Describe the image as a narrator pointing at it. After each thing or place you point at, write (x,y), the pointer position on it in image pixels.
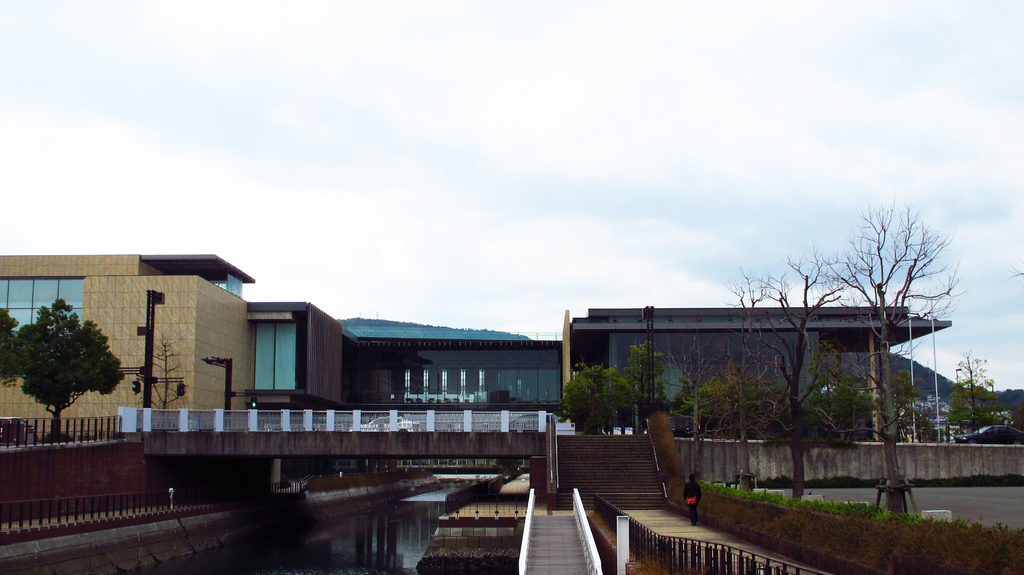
in this image I see number of buildings (706,347) and I see the bridge (318,446) over here and I see the water (383,518) under the bridge (415,446) and I see the steps (631,472) and I see the path (683,519) on which I see a person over here and I see number of trees (724,414) and I see few vehicles (974,441). In the background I see the sky (821,188) and I see plants (782,518) over here.
